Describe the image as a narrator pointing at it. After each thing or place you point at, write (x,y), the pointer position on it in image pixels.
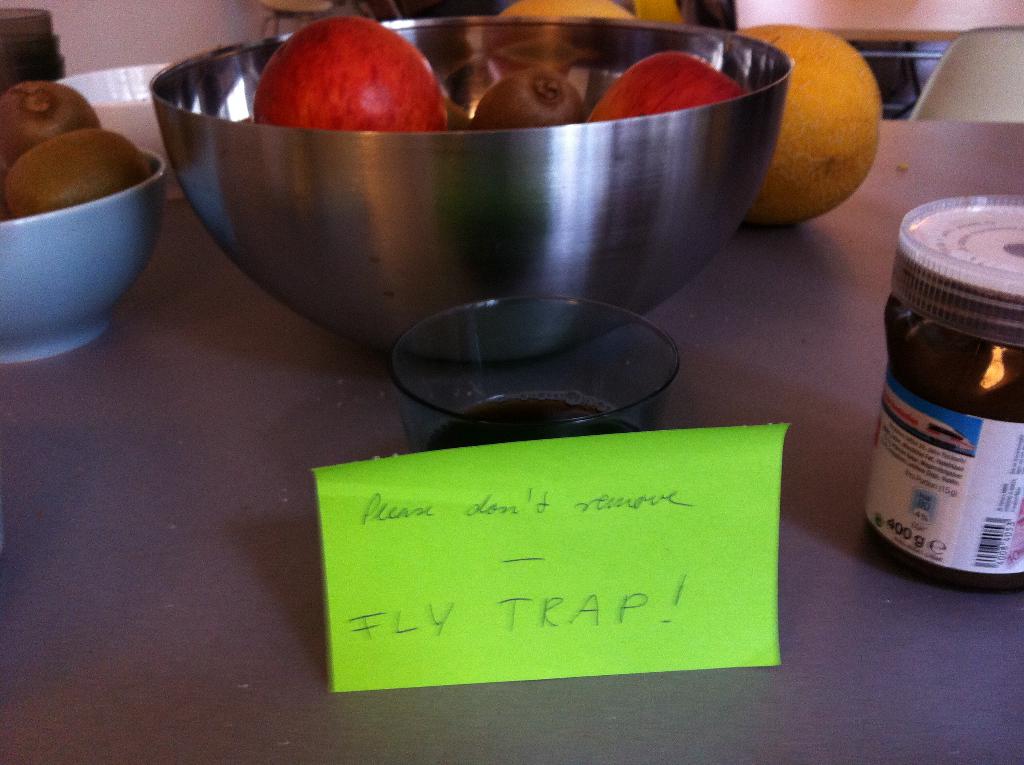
In this image there is one table (810,248) at bottom of this image (111,535) and there are some bowls (94,261) kept on it, as we can see there is a white color bowl (97,263) at left side of this image (47,263) and there is a steel bowl (573,170) in middle of this image (491,277). There are some fruits (494,98) kept on to this bowl (543,209). There is one bottle (898,362) is at right side of this image (911,450) and there is one green color paper (520,461) is at bottom of this image (550,560).
